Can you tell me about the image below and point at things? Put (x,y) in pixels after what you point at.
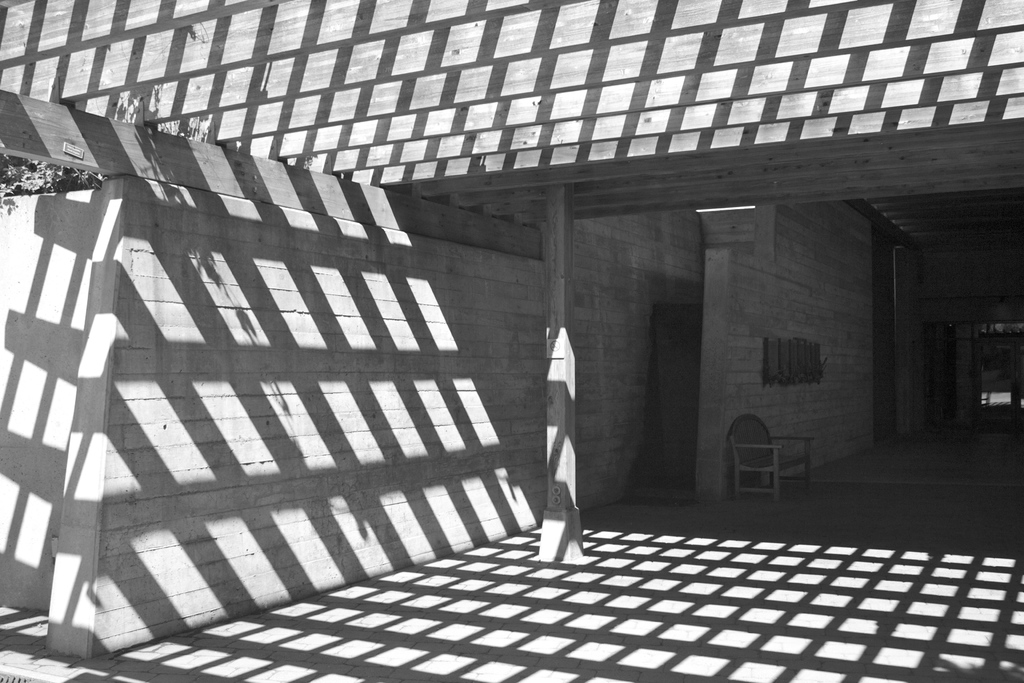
This is a black and white image, in this image there is an entrance (833,438) to a house (784,451) in that there is a chair (794,459).
